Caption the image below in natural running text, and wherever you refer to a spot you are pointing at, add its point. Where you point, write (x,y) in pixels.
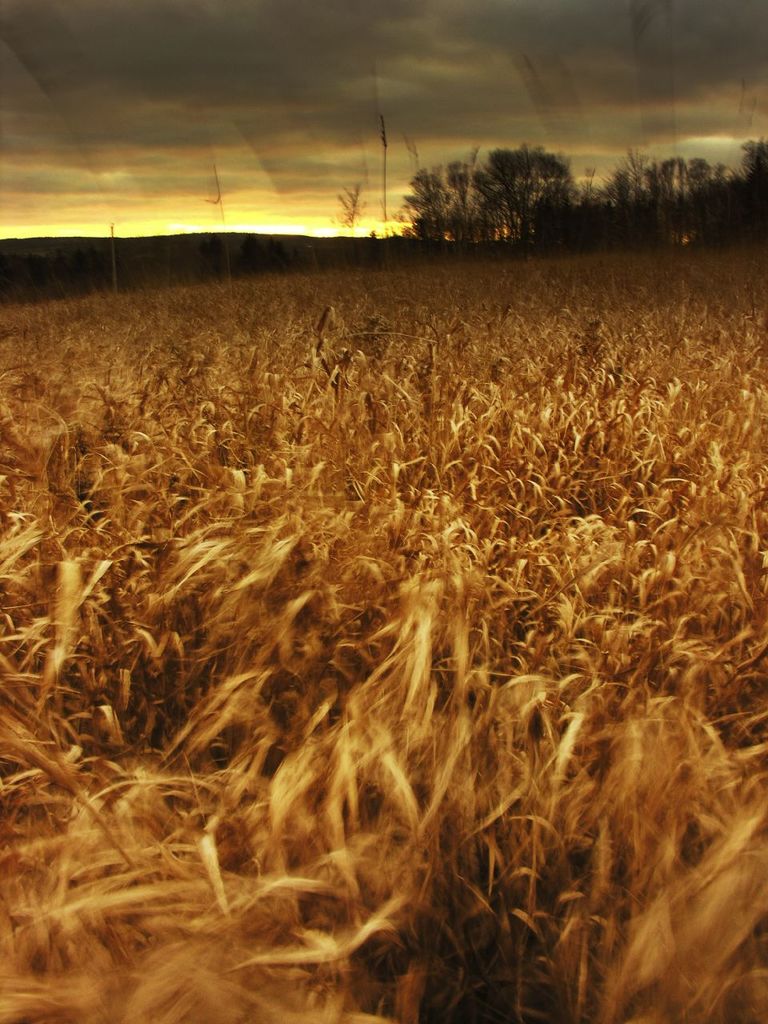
In this image in front (634,951) there is a crop (362,515). In the background of the image (426,222) there are trees (701,191), mountains (156,250) and sky (287,59).
